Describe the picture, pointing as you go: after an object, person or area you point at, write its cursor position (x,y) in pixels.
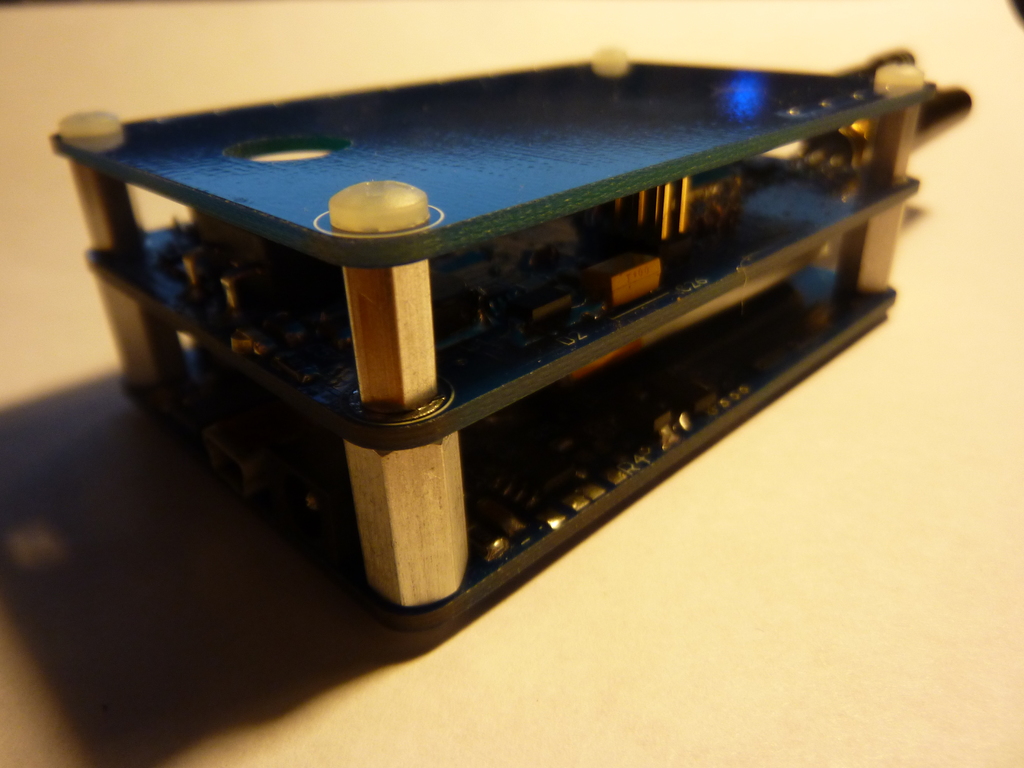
In the center of the image (462,266) we can see an object (520,315) is present on the table (135,679).
